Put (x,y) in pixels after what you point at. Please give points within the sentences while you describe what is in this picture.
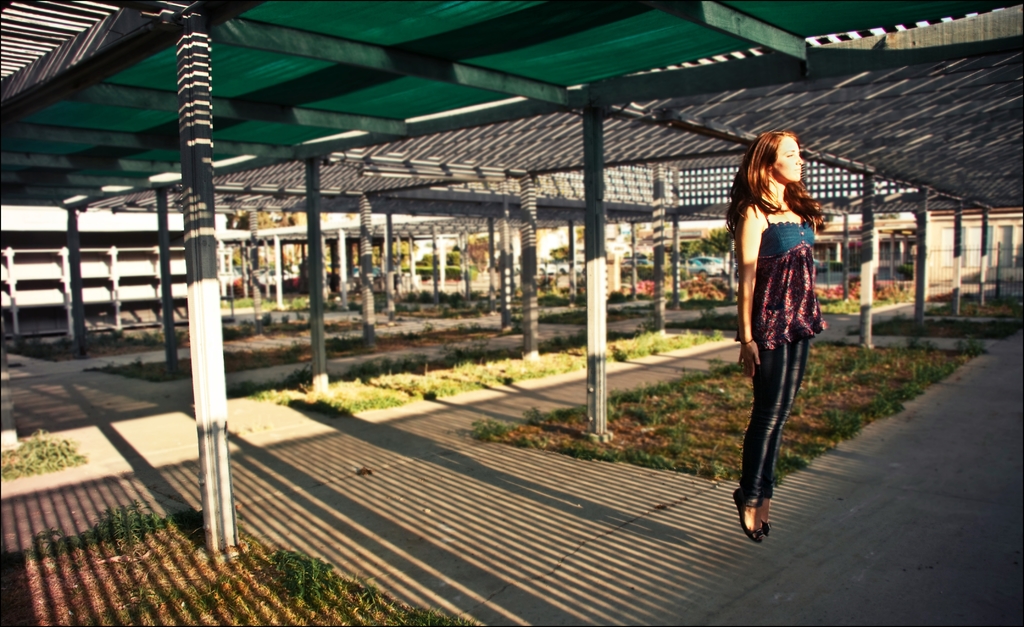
In front of the image there is a person (822,305) jumping in the air. There is a metal shed (450,212) supported by metal rods (566,91). There are pillars (523,238), plants (452,311). At the bottom of the image (23,589) there is grass (725,433) on the surface (682,445). In the background of the image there are cars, buildings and trees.
